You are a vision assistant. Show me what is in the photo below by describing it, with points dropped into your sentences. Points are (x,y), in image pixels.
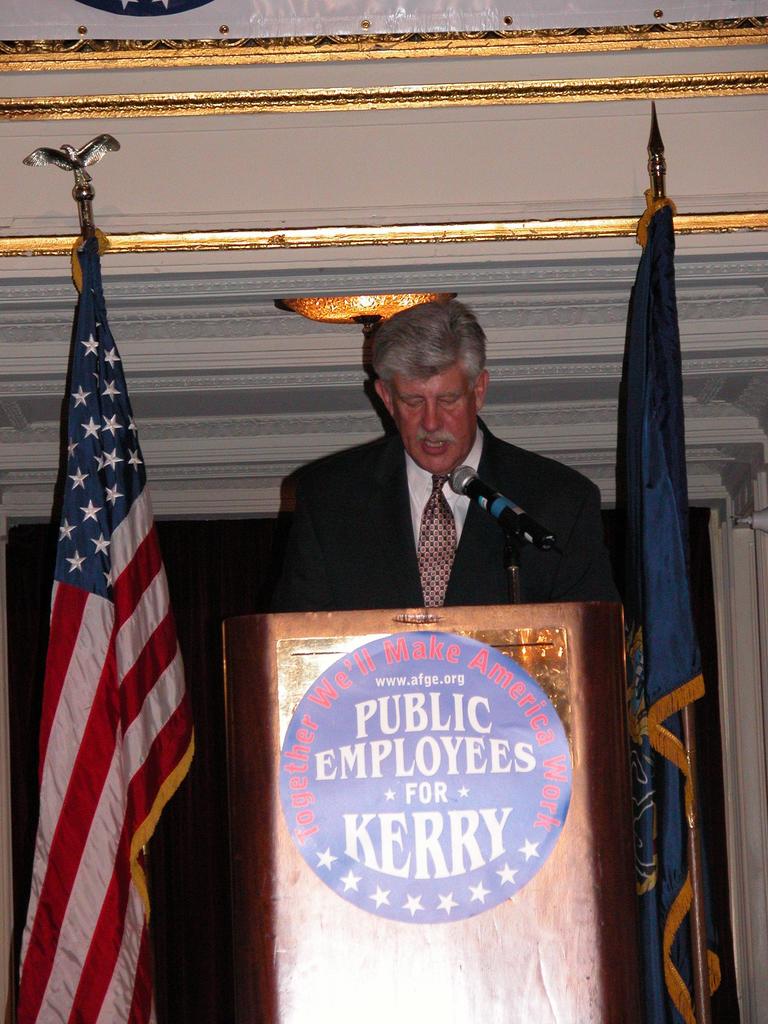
In the picture there is a man (415,476) standing in front of a table (384,679) there is a mic (496,507) in front of him, he is speaking something and on the either side of the man (460,406) there are two flags (72,619), He is wearing a blazer (522,558) and white shirt (425,497) and a tie (437,494).
